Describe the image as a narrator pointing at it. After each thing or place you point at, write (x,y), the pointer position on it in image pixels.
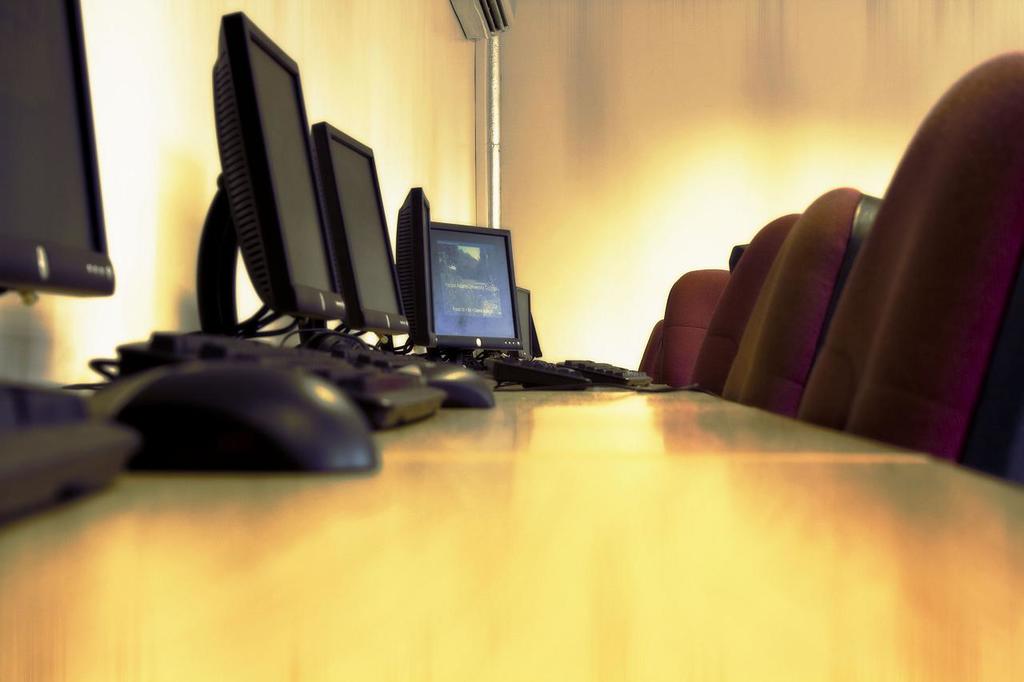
This is a picture consist of a table (490,495) and on the table (305,493) there are the systems (396,278) and mouse (190,437) kept on the table (310,567), in front of the table (664,396) there is a red color chairs (805,327) visible on the right side (894,277).
